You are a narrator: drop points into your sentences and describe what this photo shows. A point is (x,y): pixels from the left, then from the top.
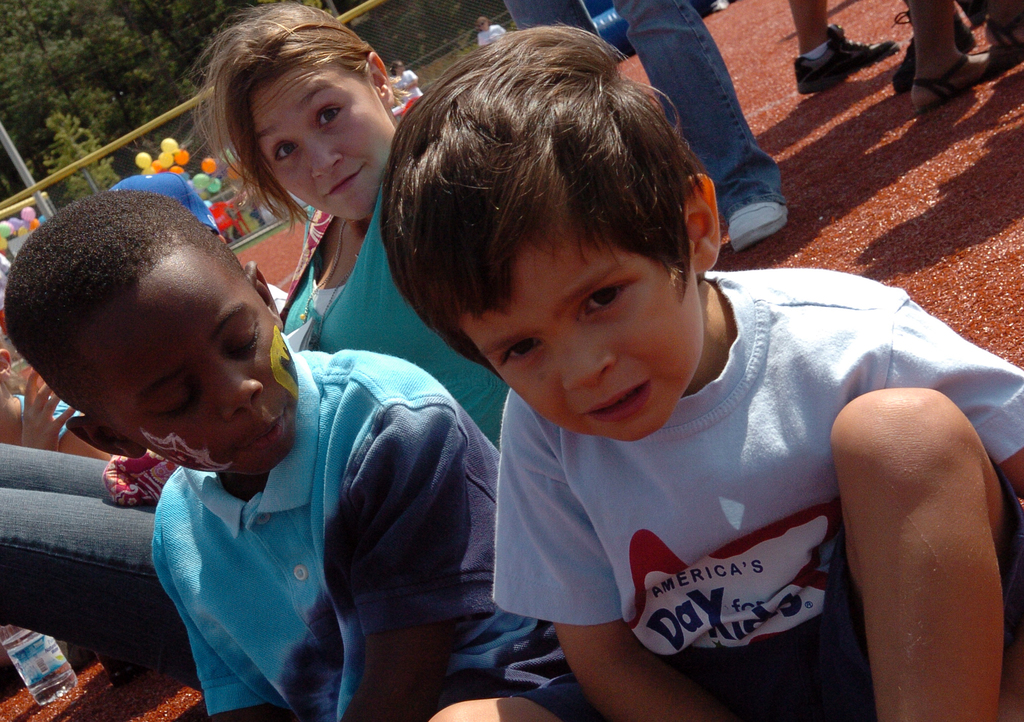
In this image there are kids (449,608) and a lady (420,332) sitting on a red mat (887,158), in the background (687,122) there are people (676,32) walking and few (661,31) are standing and there are balloons (5,237), trees (130,88).
